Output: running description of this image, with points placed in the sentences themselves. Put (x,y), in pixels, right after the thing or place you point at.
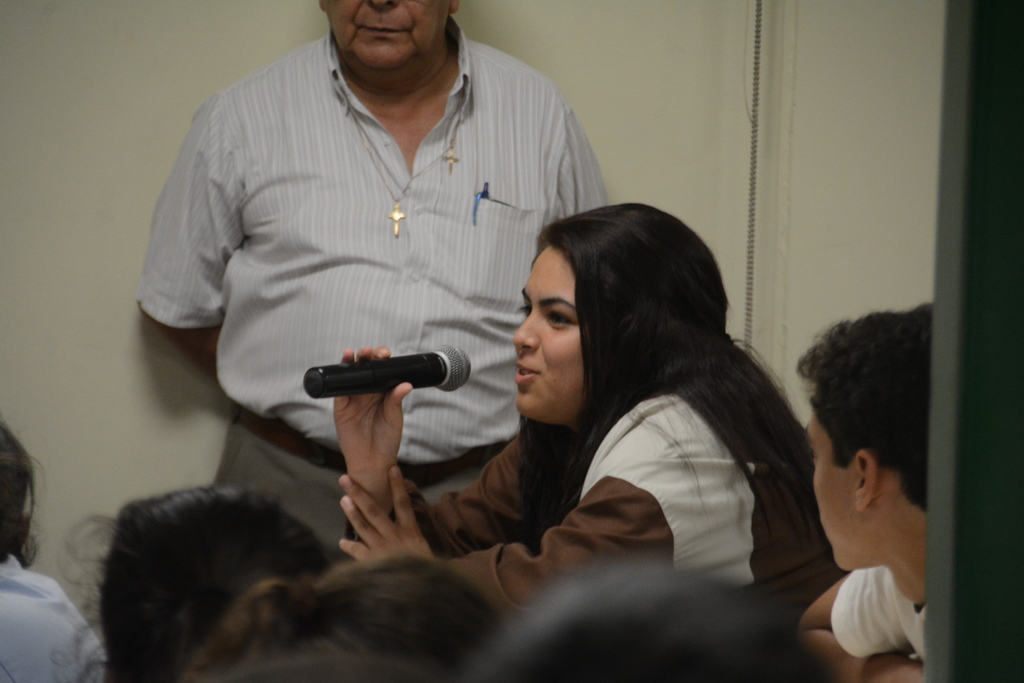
In this image we can see a woman (515,567) is holding a mike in her hand (341,438) and a man (226,196) is standing at the wall (62,378). At the bottom (117,575) we can see few persons heads (214,538) and on the right side (954,250) there is a pole (964,244) and a person (909,412).
